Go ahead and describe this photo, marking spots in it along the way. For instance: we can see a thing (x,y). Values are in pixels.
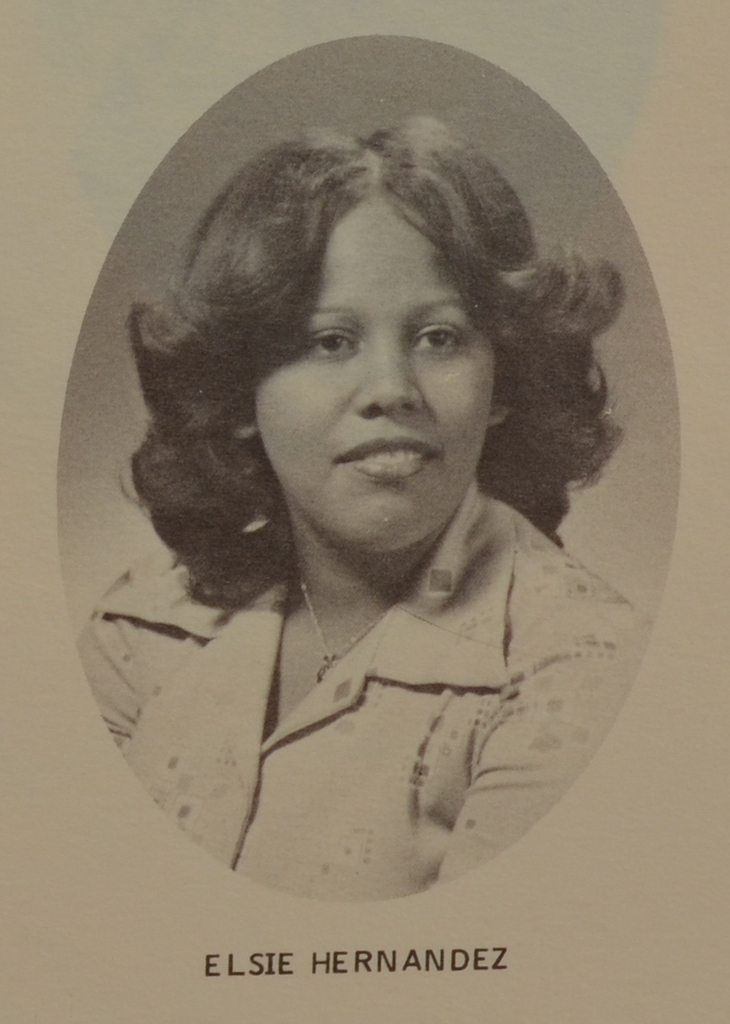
In this image there is a poster (722,403), on that poster (212,755) there is a picture (122,464) of a woman (386,165), at the bottom (489,958) there is some text (500,955).
